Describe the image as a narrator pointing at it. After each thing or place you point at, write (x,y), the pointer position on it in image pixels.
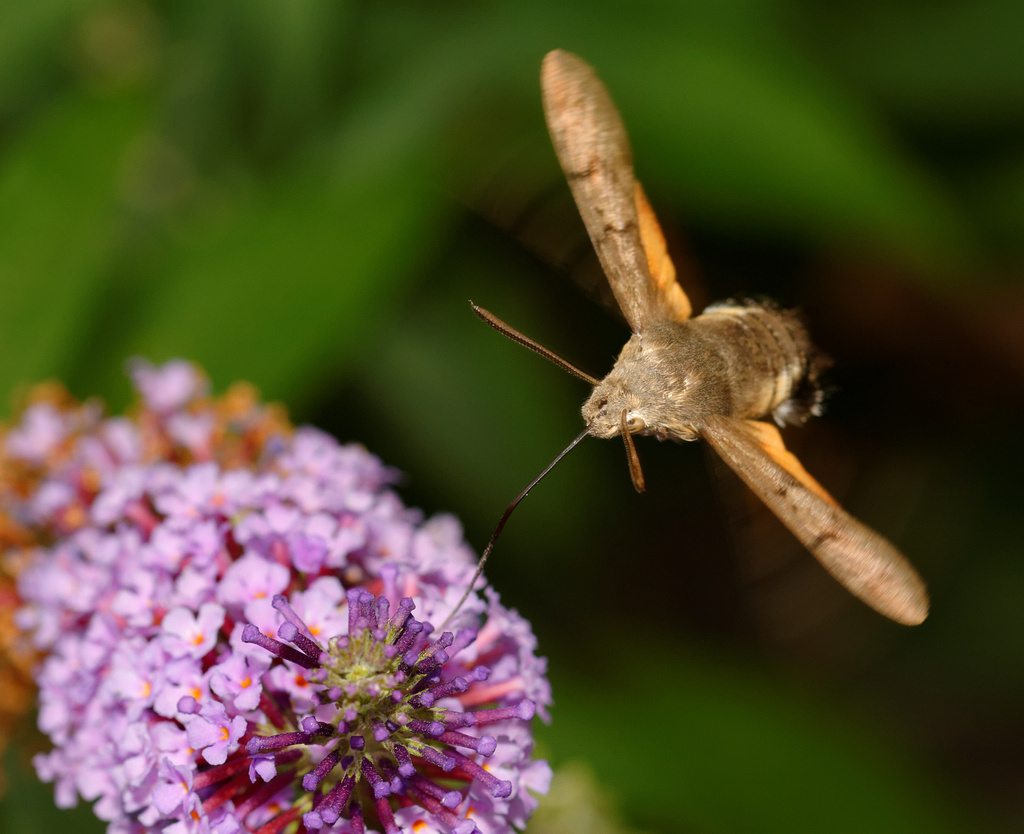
In this image there is a moth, flowers (196,488), background (716,158) is in green color and blur.
